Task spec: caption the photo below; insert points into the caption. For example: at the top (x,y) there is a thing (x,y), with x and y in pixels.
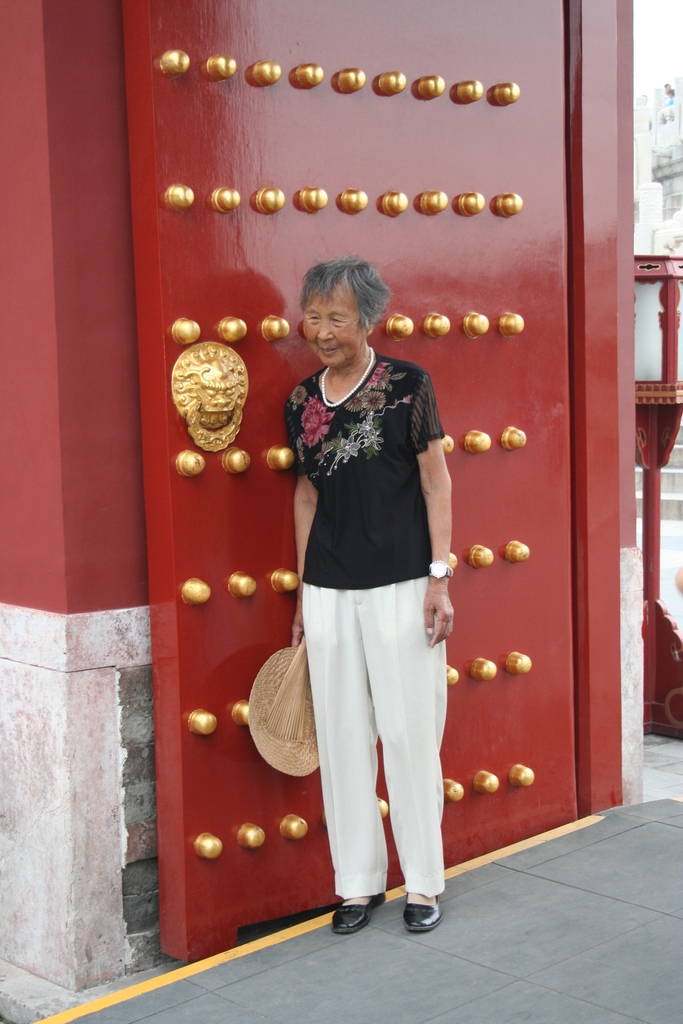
To the bottom of the image (465,965) there is a floor (465,937). In the middle of the floor (427,939) there is a lady (374,483) with black top (375,524), white pant (369,654) is standing and holding an item (300,685) in her hand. There is a chain (324,385) around her neck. Behind her there is a door (211,251) with red color and golden balls (187,60) on it. To the left corner of the image (102,151) there is a wall (58,310) with red and white painting (45,470) on it. To the right corner of the image (652,303) there is an item (671,683) in red color.
